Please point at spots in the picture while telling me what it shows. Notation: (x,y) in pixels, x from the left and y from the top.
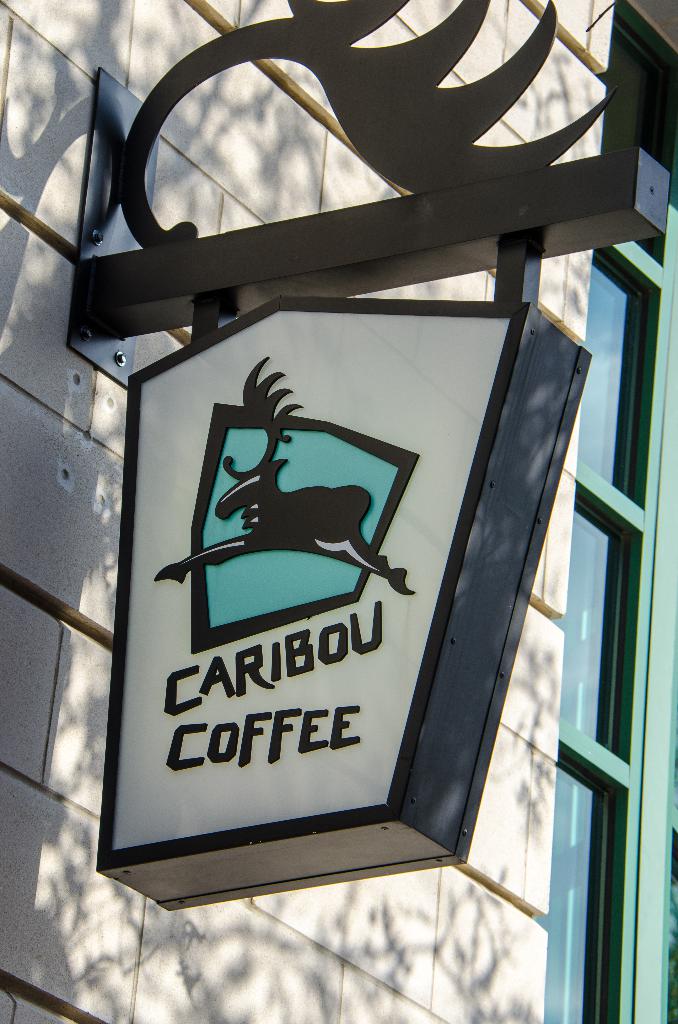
In this image we can see a board (297,458) attached to the wall (54,386) and there is a window (638,487) behind the board (439,392).
